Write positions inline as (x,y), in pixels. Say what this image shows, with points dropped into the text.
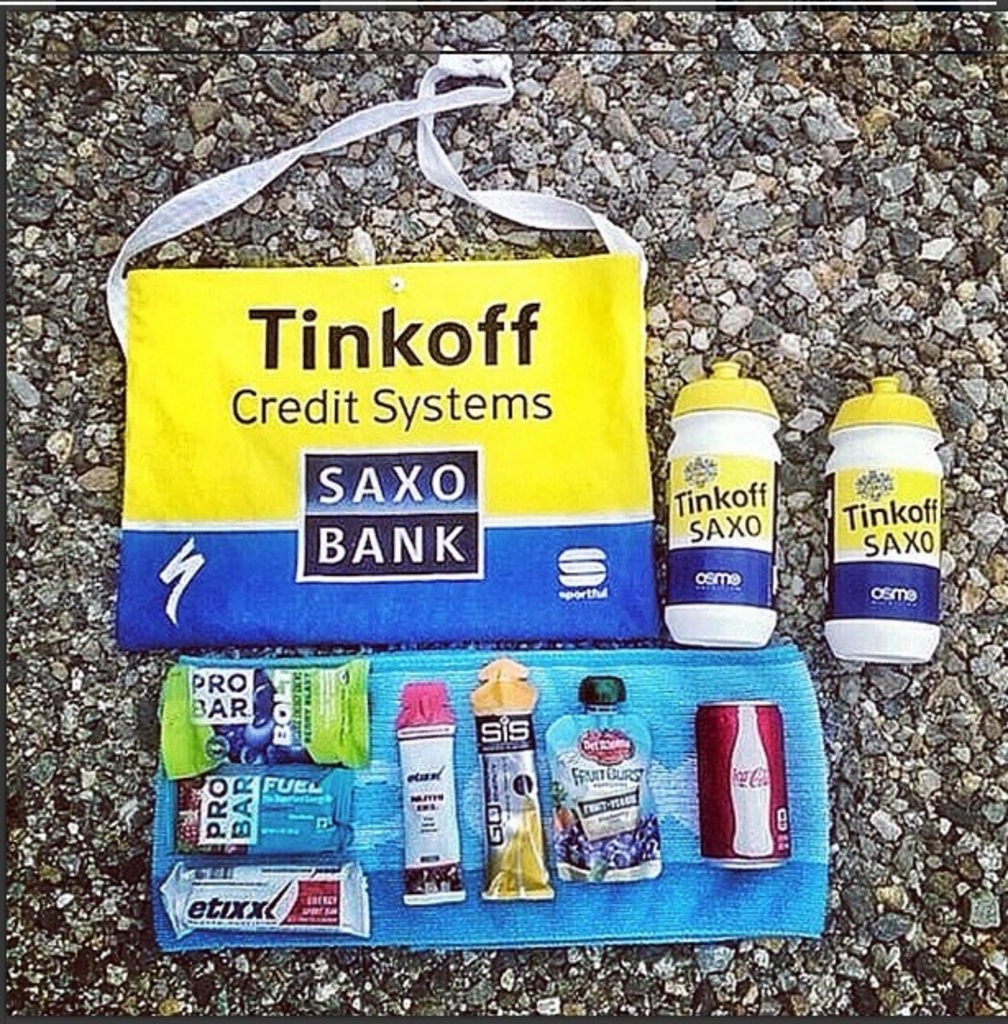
A bag (182,459) and two plastic containers (670,489) are labelled with the name "Tinkoff" (424,345). There are some protein bars (299,784), a coke tin (750,841) and few eatables (567,789) are placed on a napkin (706,688).
